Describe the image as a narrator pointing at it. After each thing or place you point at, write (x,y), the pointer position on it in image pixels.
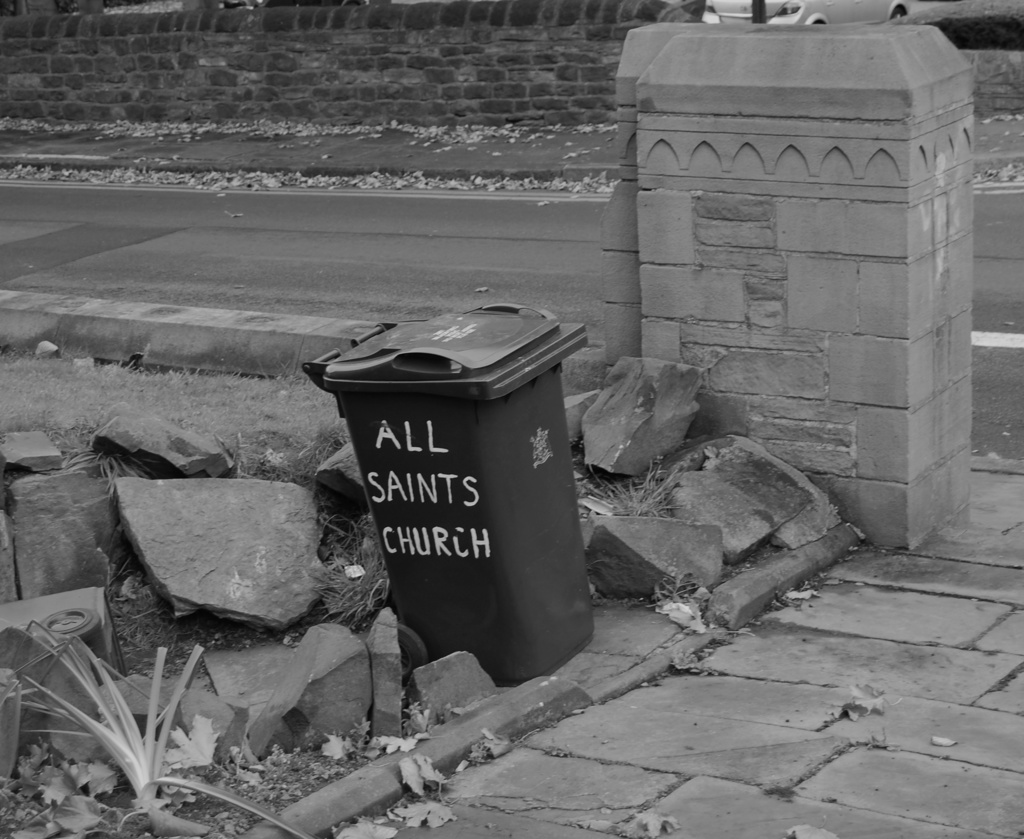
In this image I can see a dustbin (541,571). Background I can see few stones (76,725) and a vehicle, and the image is in black and white.
